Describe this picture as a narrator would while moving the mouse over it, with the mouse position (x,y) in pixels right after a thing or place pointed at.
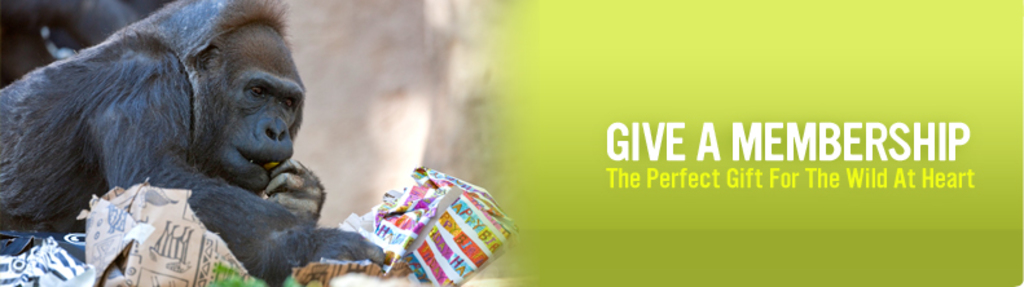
In this image we can see an animal (99,117) holding an object (428,241) in its hand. On the right side of the image (816,162) we can see some text (885,153). At the bottom of the image (418,243) we can see some papers (336,264).
